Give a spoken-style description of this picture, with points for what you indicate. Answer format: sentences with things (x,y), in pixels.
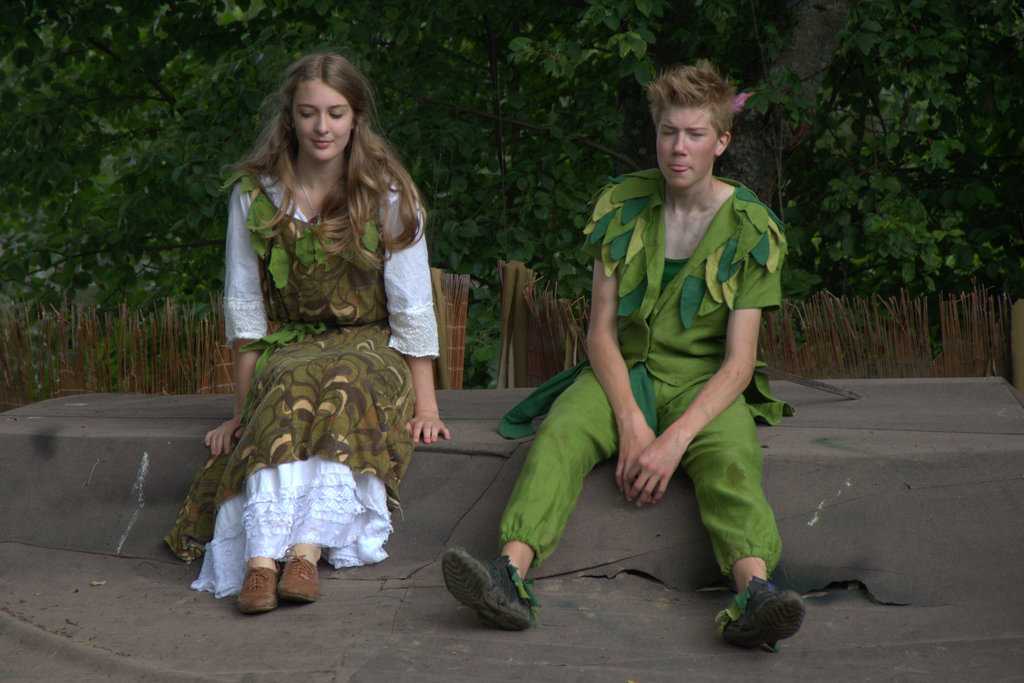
In this picture I can observe a man (679,149) and a woman (327,315). Woman (329,317) is smiling. Man (596,397) is wearing green color dress (637,399). In the background (543,166) there are trees (532,117).
